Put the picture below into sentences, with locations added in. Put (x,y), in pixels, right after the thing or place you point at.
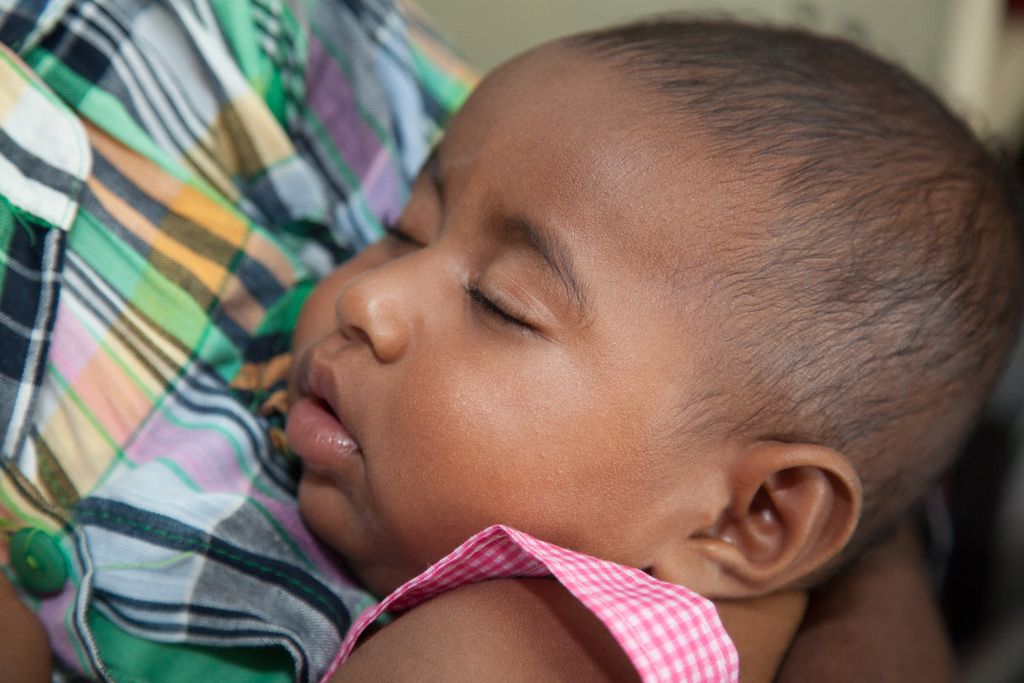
In this picture we can see a kid (617,577) sleeping, on the left side (240,316) there is another person (180,268), we can see a blurry background (944,29).
